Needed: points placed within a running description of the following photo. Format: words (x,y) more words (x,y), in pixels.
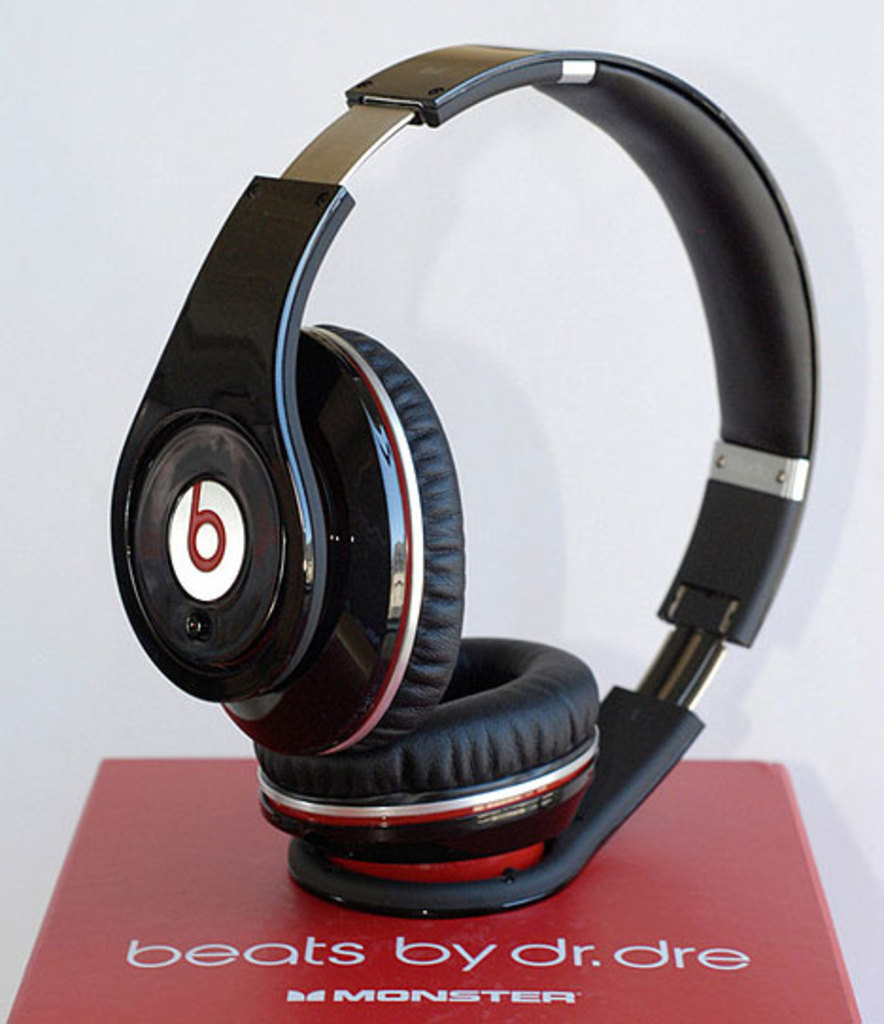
In this picture there is a headphone (305,507) on the box (32,955) and there is text (369,946) on the box (485,946). At the back (545,567) there is a white background (557,570).
